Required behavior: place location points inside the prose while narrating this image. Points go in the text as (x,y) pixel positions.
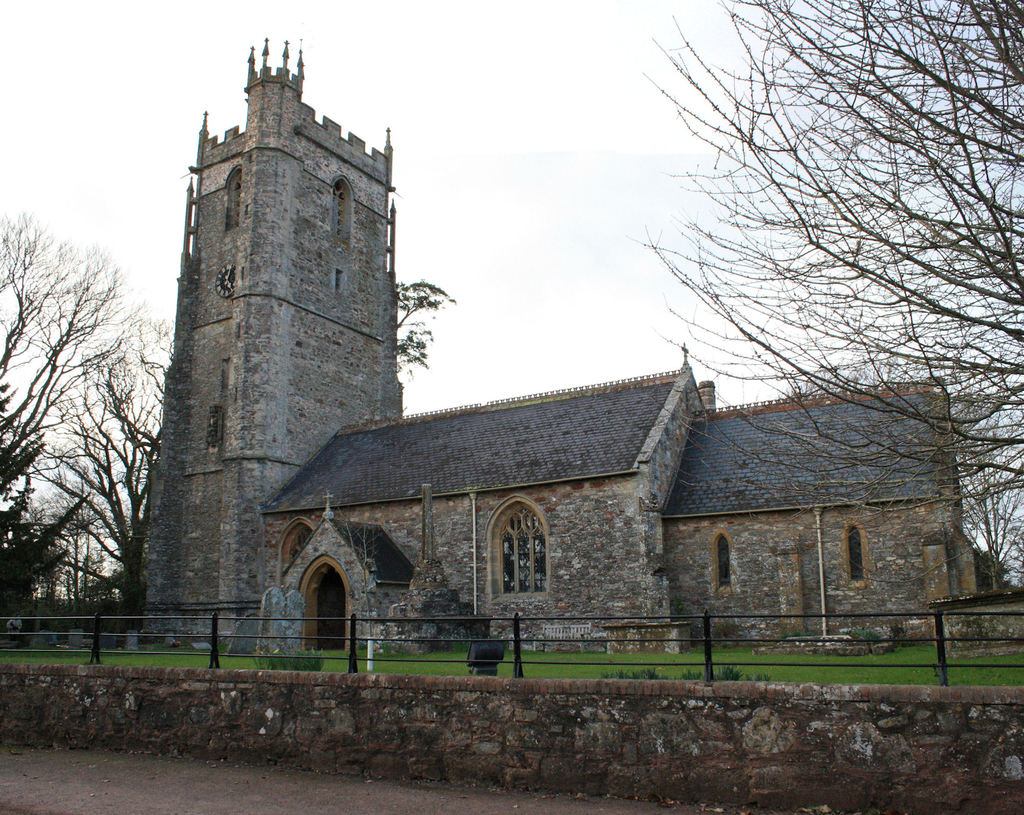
In this image I can see in the middle (440,520) it looks like a church (685,543), there are trees (120,557) on either side of this image, at the top (607,118) it is the sky (606,162).
